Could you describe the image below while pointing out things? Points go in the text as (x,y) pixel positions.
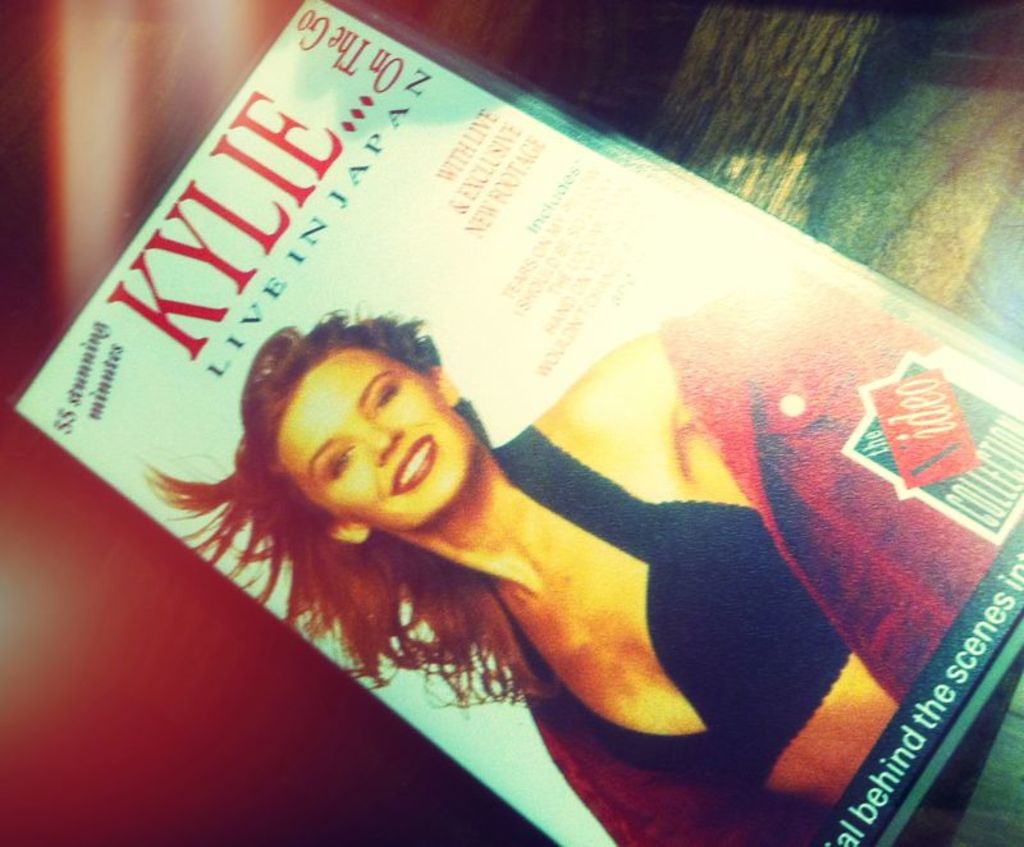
This picture contains a video case (300,449). In the background (152,648), it is red in color and it is blurred. In the right top of the picture (825,156), it is green in color.
